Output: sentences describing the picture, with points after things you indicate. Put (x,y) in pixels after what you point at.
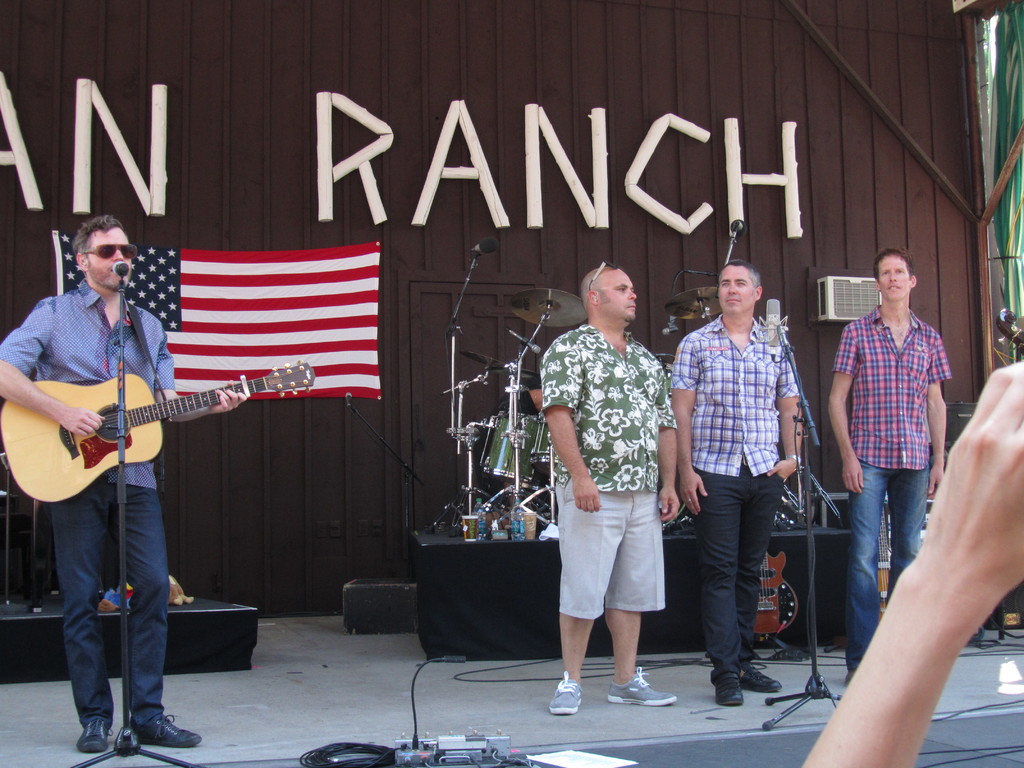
As we can see in the image there is a flag (163,304), man (147,371) holding guitar (46,391) and three people (641,473) standing over here. Behind them there are musical drums (514,387).
